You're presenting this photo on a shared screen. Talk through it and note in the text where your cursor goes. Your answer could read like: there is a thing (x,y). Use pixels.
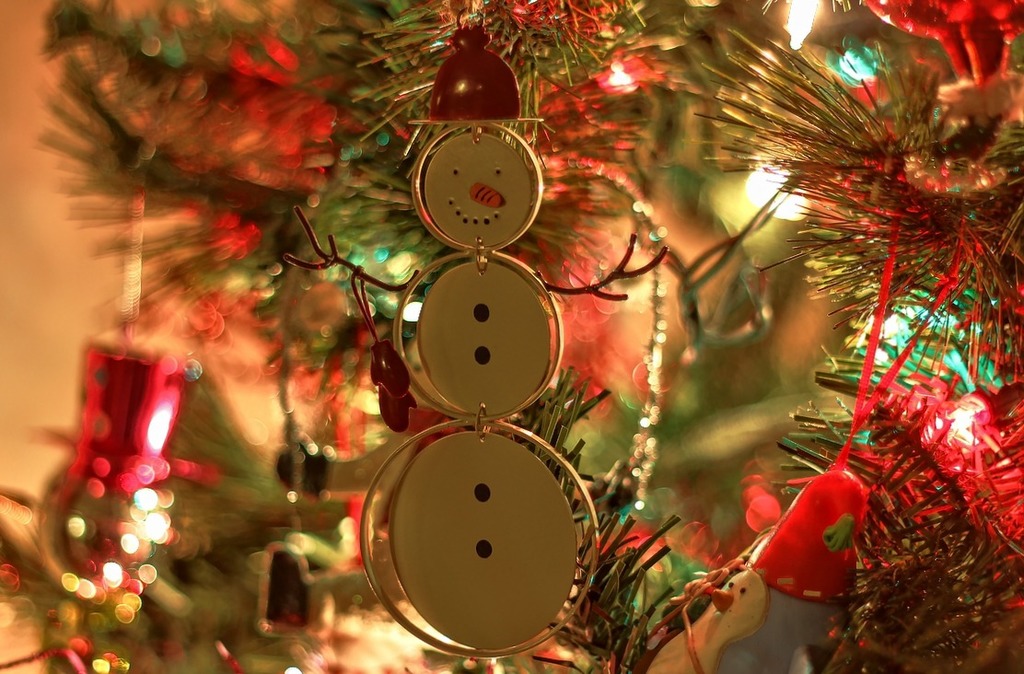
In this image there are decorative objects (433,206), a silver color object (490,263) and some lighting (386,249) in the background (192,320).
